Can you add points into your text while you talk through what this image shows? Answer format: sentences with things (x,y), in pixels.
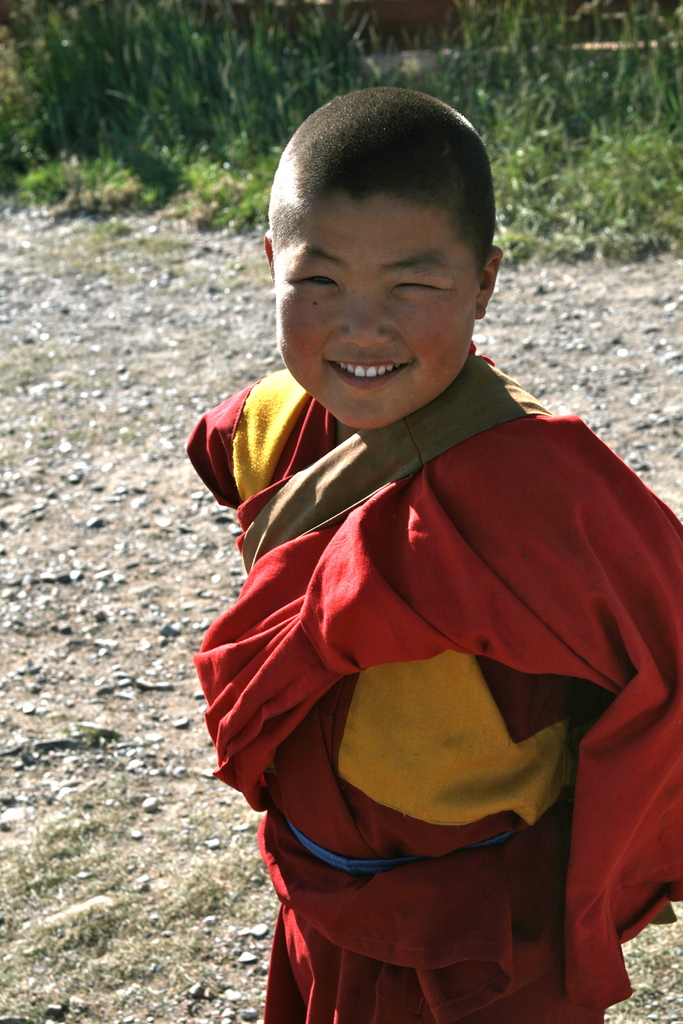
In the image we can see there is a kid (389,576) standing and he is wearing red colour dress (247,737). Behind there are plants (368,65) on the ground (118,232).
